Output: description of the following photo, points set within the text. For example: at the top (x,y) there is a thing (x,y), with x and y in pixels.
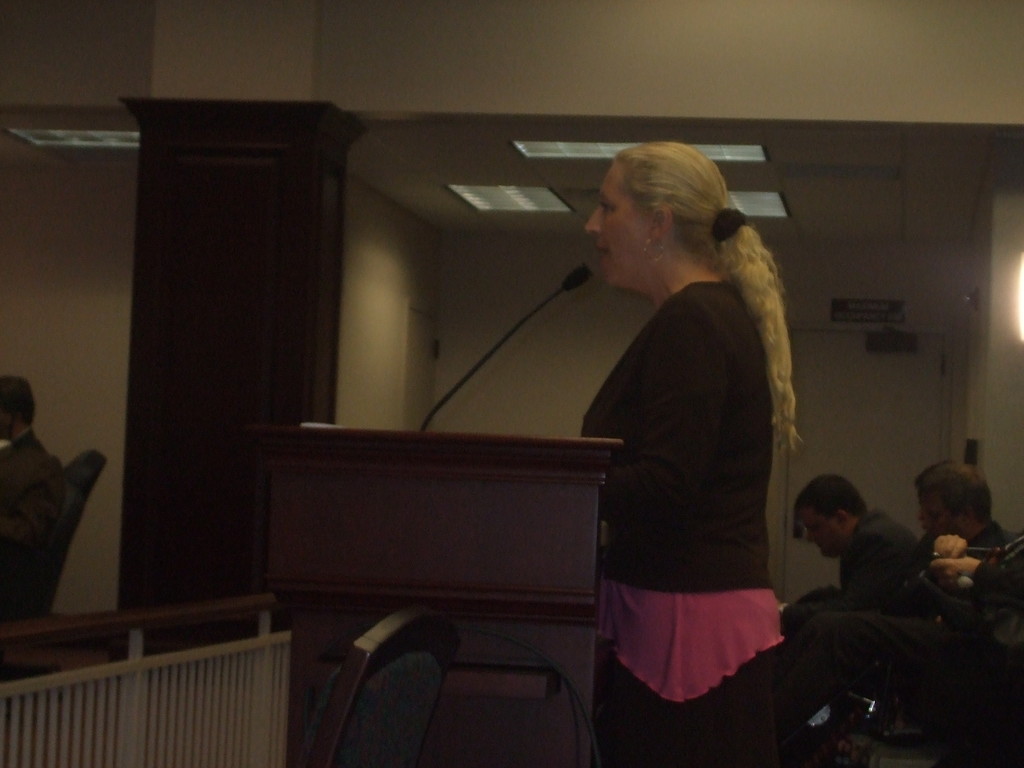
In this picture there is a woman (742,687) standing behind the podium (509,513). There is a microphone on the podium (551,445). On the right side of the image (1014,574) there are group of people (889,600) sitting. On the left side of the image (3,532) there is a person (13,543) sitting. In the foreground (343,761) there is a chair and there is a railing (51,720). At the back (879,362) there is a door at the top (772,203) there are lights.
